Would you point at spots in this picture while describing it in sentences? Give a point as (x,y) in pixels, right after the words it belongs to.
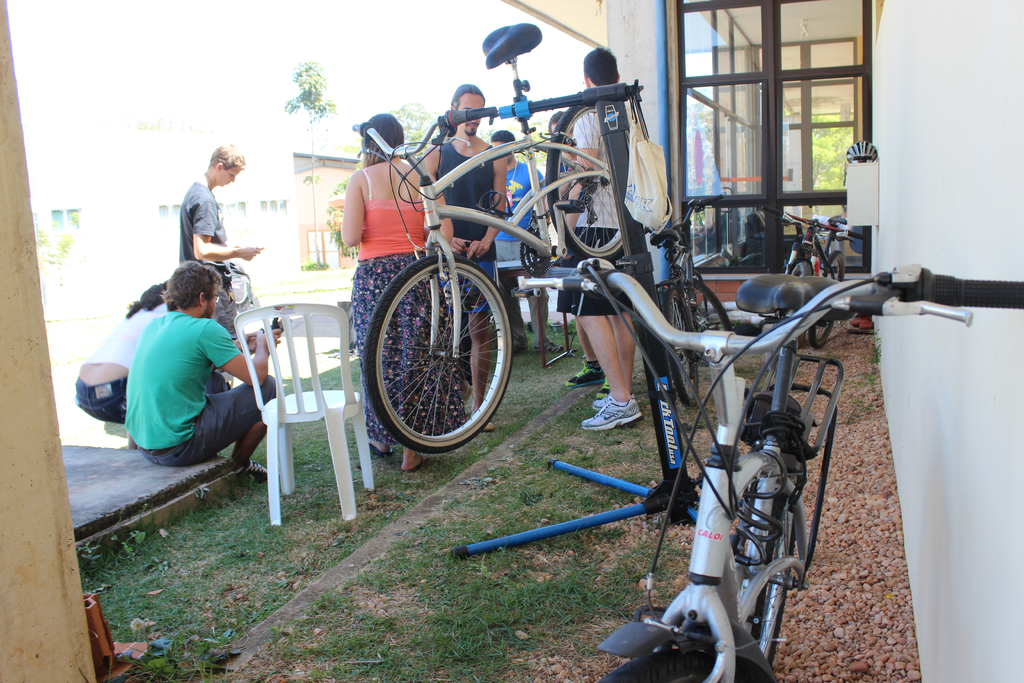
In this image in the front (460,257) there are bicycles (713,490) and in the center (386,254) there are persons (394,233) standing and sitting and there is an empty chair (266,408) which is white in colour. There is grass (436,526) on the ground (438,514). In the background (787,134) there is a building (763,126), there are glasses (720,150) and in front of the glass (820,185) there are bicycles (829,237), trees (830,161) and there are stones (871,580) on the ground (878,551) in the front (874,545).
